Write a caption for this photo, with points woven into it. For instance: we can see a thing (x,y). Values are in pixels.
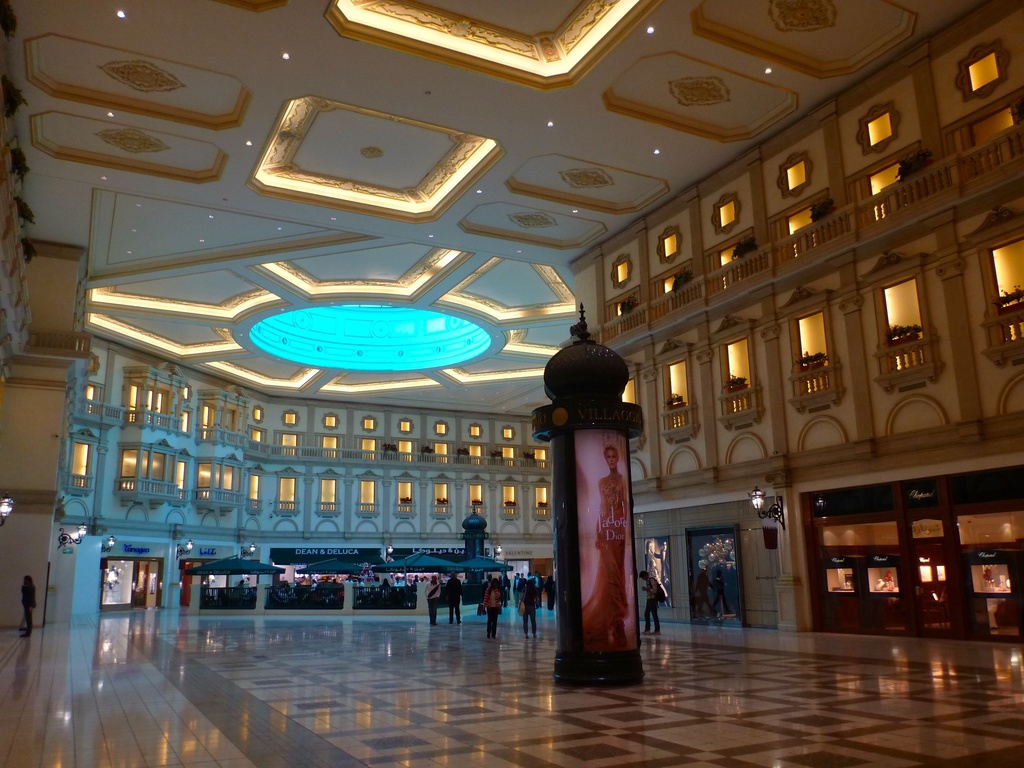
In the middle of the picture (579,387), we see a pillar (602,665). On the right side (779,624), we see a white wall (945,399), railing (919,377) and the windows (1001,534). Beside that, we see a wall (739,508) on which a photo frame (714,583) is placed. In the middle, we see the people (456,610) are standing. Behind them, we see the railing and the umbrella tents (234,563) under which the people (300,577) are sitting on the chairs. On the left side (36,559), we see a wall (62,509), light pole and a person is standing. In the background (425,422), we see the railing (301,451), white wall (327,470) and the windows (224,465). At the top (366,168), we see the ceiling (378,285) of the hall (378,285) and the lights (420,277).
